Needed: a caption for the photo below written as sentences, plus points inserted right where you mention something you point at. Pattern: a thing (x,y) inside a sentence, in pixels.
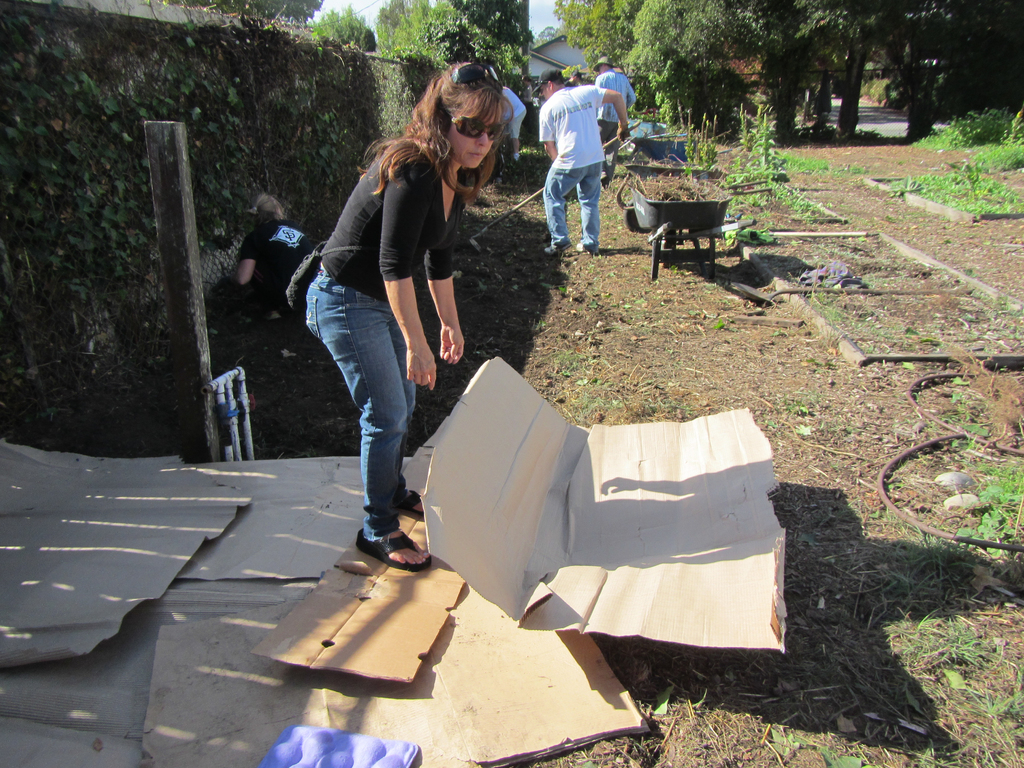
On the left side of the image (281,274) we can see a lady (281,274) is sitting and some trees (78,351) are there. In the middle of the image (446,344) we can see some person (565,204) are doing some work and lady (425,145) is standing on the cardboard (404,626). On the right side of the image (992,29) we can see trees (905,2) and grass (967,210).
